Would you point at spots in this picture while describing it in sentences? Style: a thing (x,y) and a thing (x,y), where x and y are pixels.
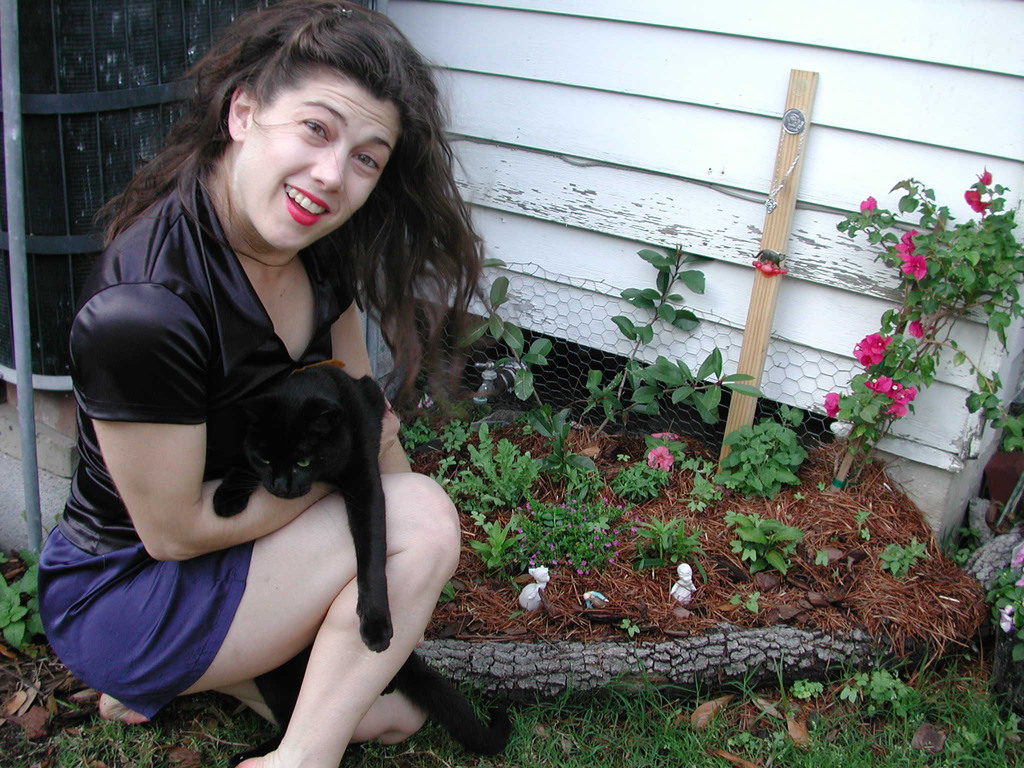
In this image, woman (301,362) is holding a black cat (316,431), she is smiling. She sat on the floor (446,749). We can see grass (728,740) here at the bottom (806,740). Few plants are there. There is a wooden stick (750,343). And back side, we can see white color wall (574,108). Left side (44,343), there is a rod (27,349) and some fencing (74,209).
